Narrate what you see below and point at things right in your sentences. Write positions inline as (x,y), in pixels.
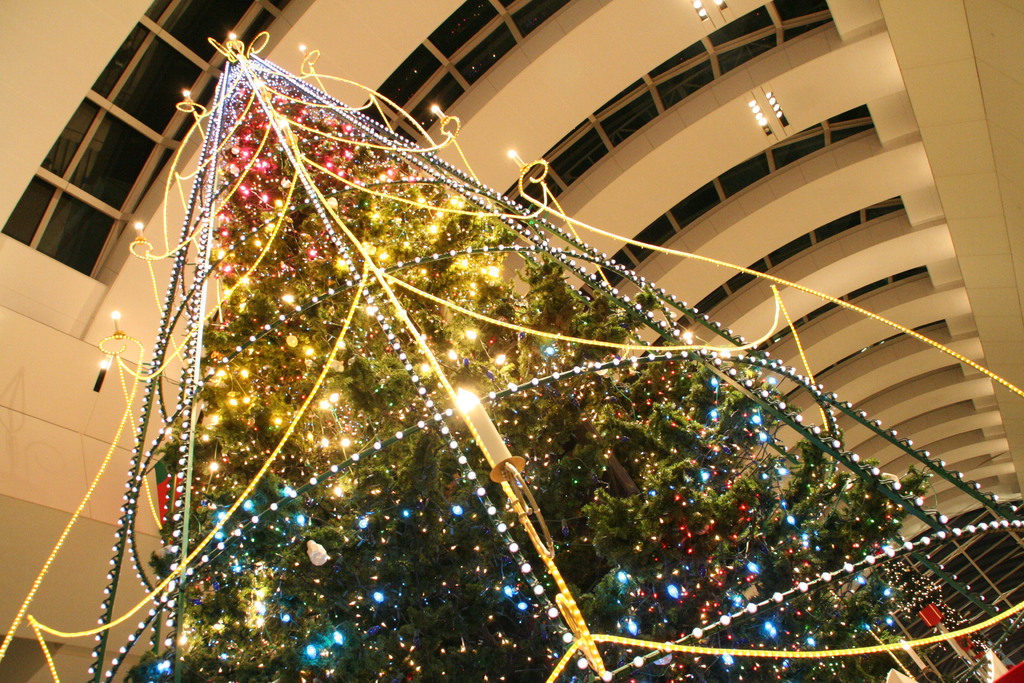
In the center of the image (642,422) there is a Christmas tree (366,645) with lights (283,213). At the top of the image (135,62) there is ceiling (752,72). There are lights (762,124).
